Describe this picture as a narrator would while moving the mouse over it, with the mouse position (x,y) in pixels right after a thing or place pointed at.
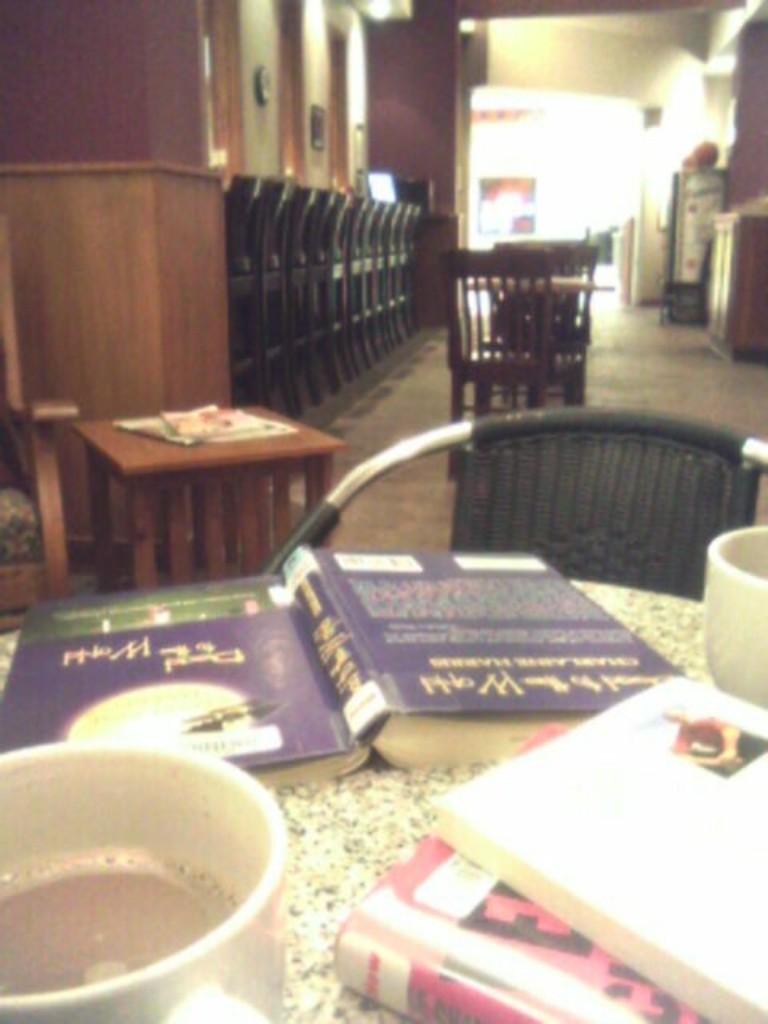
On the bottom of this image (347,838) I can see a table (364,837). There are some books (610,911) and cups (708,619) are there on it. Beside this table (669,596) there some chairs (661,569). It seems like this picture is clicked inside the building (587,215).
